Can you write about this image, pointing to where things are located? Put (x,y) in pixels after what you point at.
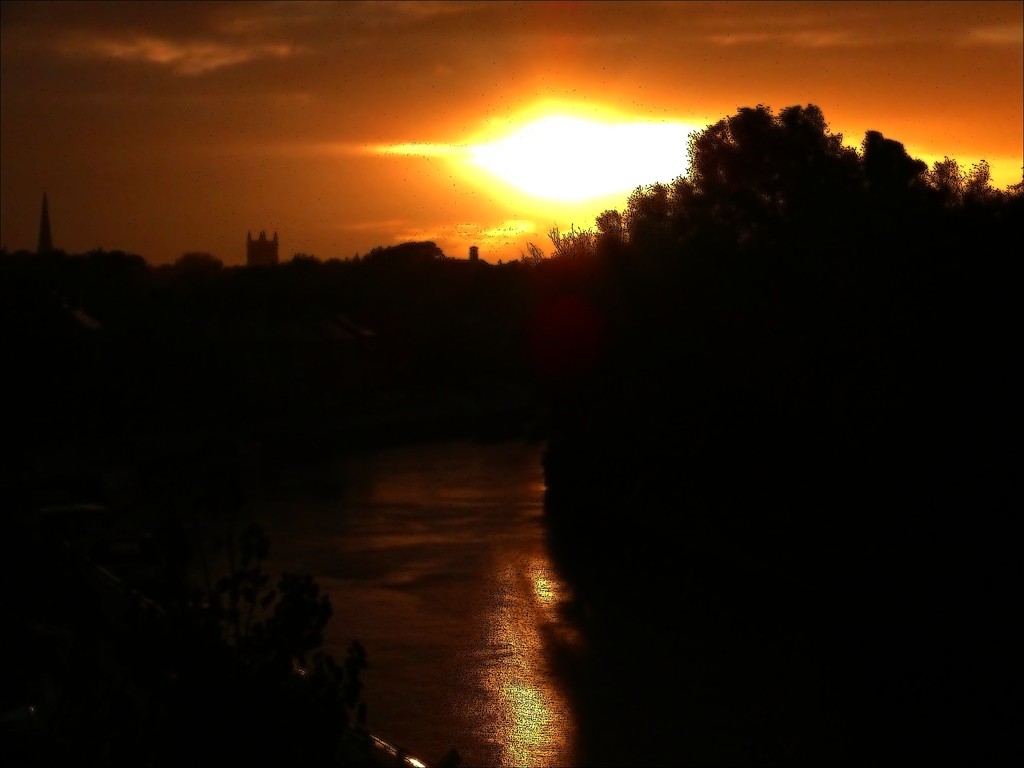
In the image there is a water surface (395,507), around that there are trees (633,353) and the sun rays (628,143) are reflecting on the water surface (493,693).
